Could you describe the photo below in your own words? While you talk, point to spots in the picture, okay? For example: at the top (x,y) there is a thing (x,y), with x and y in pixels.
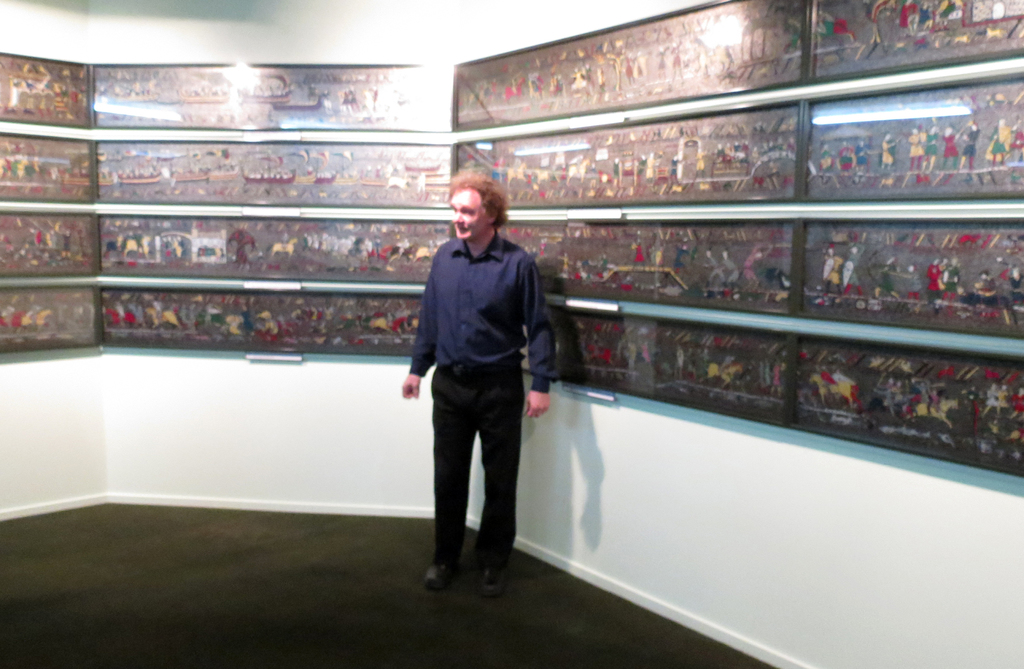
This image is taken inside a room (194,287). In the middle of the image (458,320) a man (451,371) is standing on the floor (405,602). In the background (394,174) there is a wall (153,33) with many paintings (627,160) and picture frames (679,162) on it. There is a light (241,70). In the bottom of the image (120,578) there is a floor (290,609).
